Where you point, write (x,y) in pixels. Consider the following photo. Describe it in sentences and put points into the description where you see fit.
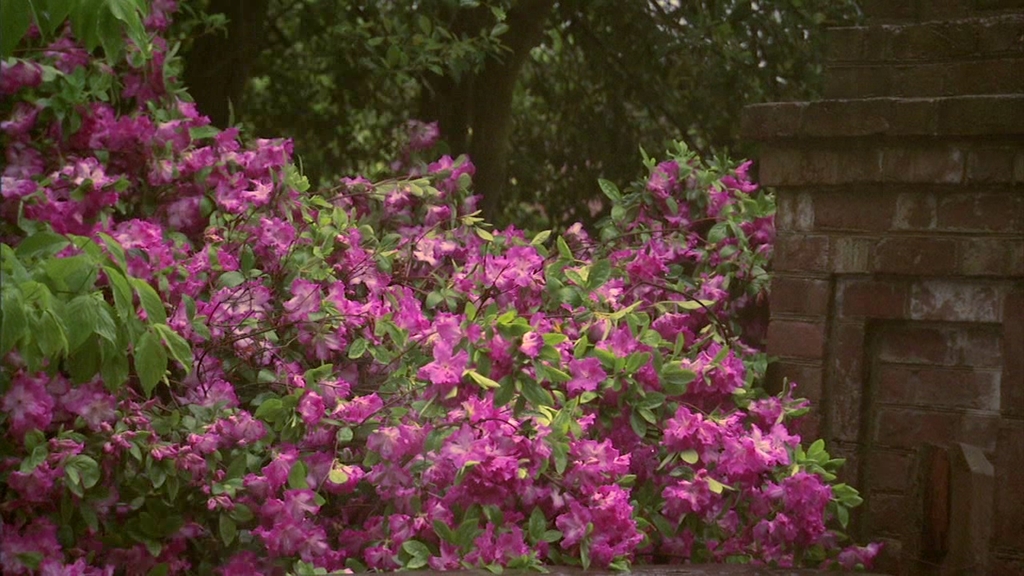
In this image we can see some plants (234,488) with flowers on it, there are some trees (515,218) and also we can see the wall (864,173).
